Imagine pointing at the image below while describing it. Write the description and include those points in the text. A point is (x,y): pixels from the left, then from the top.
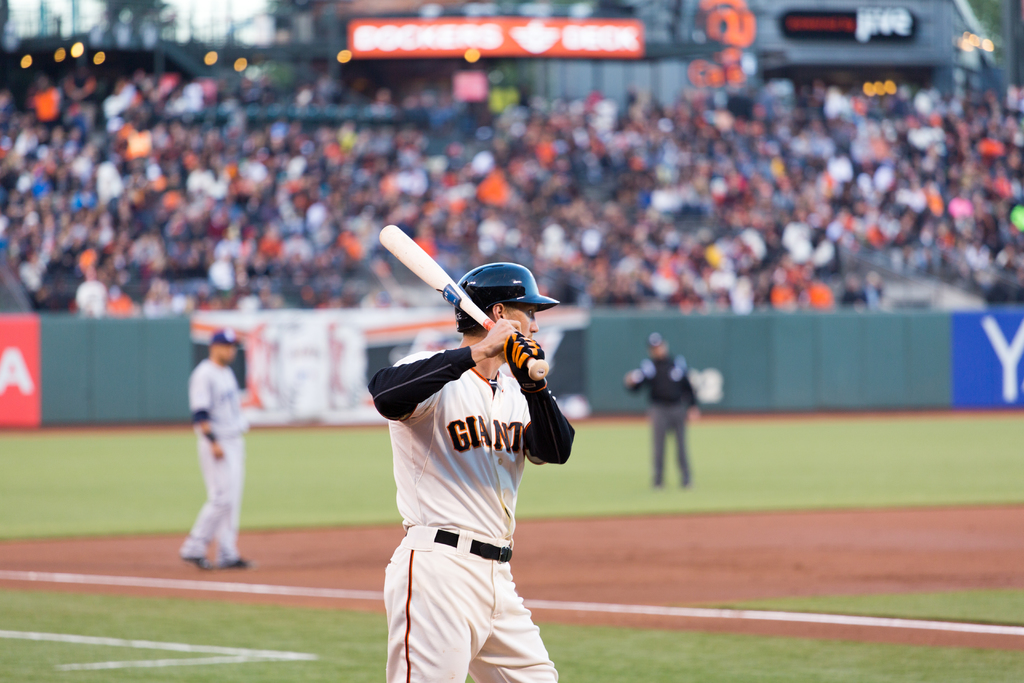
In front of the image there is a person (401,387) holding the baseball stick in his hand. Behind him there are two people (658,355). Behind them there is a boundary fence (628,356) with banners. In the background of the image (176,220) there are spectators (461,203) in the stands (597,195). Above the stands (284,105) there are neon sign boards (637,55) with text (740,35) on it. There are metal rods (197,38), trees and lights (75,56).
